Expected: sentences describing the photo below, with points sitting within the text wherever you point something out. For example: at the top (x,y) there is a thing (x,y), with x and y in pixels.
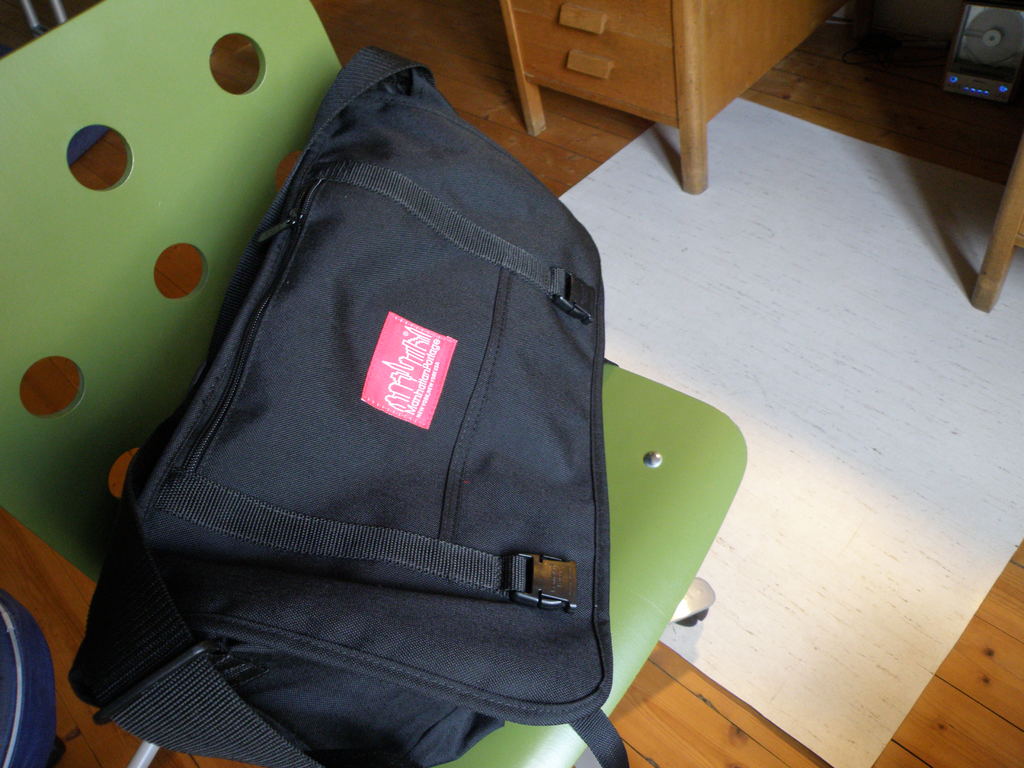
In this image I can see the brown colored surface (917,751) on which I can see a chair (713,477) which is green in color and on the chair (663,470) I can see a bag (453,501) which is black and pink in color. I can see an electronic gadget (1012,17) and few other furniture items (678,75) in the background (743,23).
